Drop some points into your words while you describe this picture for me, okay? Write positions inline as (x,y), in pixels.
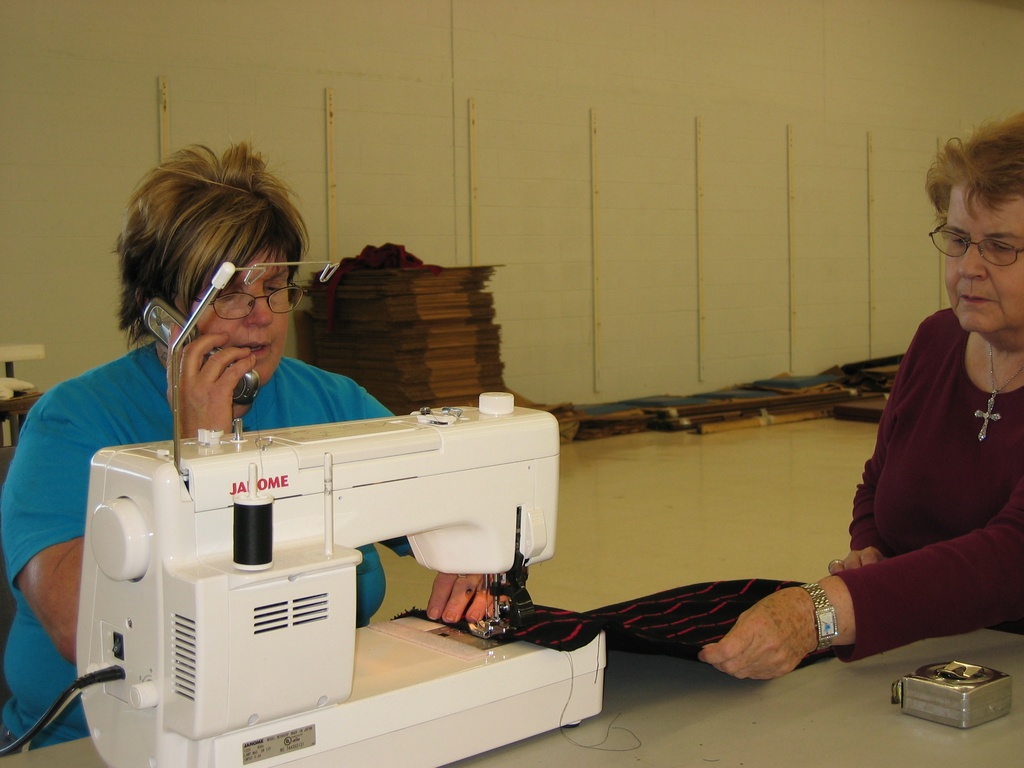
To the left side of the image (44,426) there is a lady (199,226) holding a phone (180,314) in her hand (222,413). In front of her there is a stitching machine (429,701) on the table (608,728). To the right side of the image (903,632) there is a lady (937,565). In the background of the image (562,131) there is a wall (495,188). There are objects (481,303) placed on the wall (26,338).
